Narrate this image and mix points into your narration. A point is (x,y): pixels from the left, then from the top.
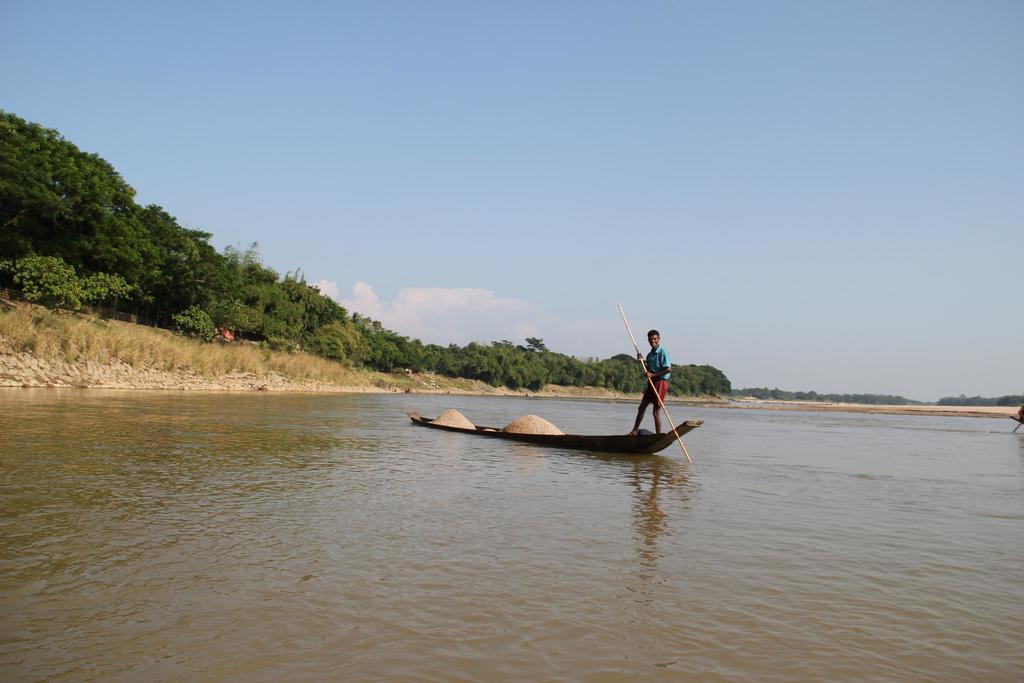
In this picture there is a man (651,366) who is wearing t-shirt (656,359) and short (662,389). He is standing on the boat (678,431) and he is holding a stick (684,450). On the bottom (699,479) we can see water (633,562). On the background (22,240) we can see trees (691,392) and grass (110,357). On the top (603,155) we can see sky (382,172) and clouds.
